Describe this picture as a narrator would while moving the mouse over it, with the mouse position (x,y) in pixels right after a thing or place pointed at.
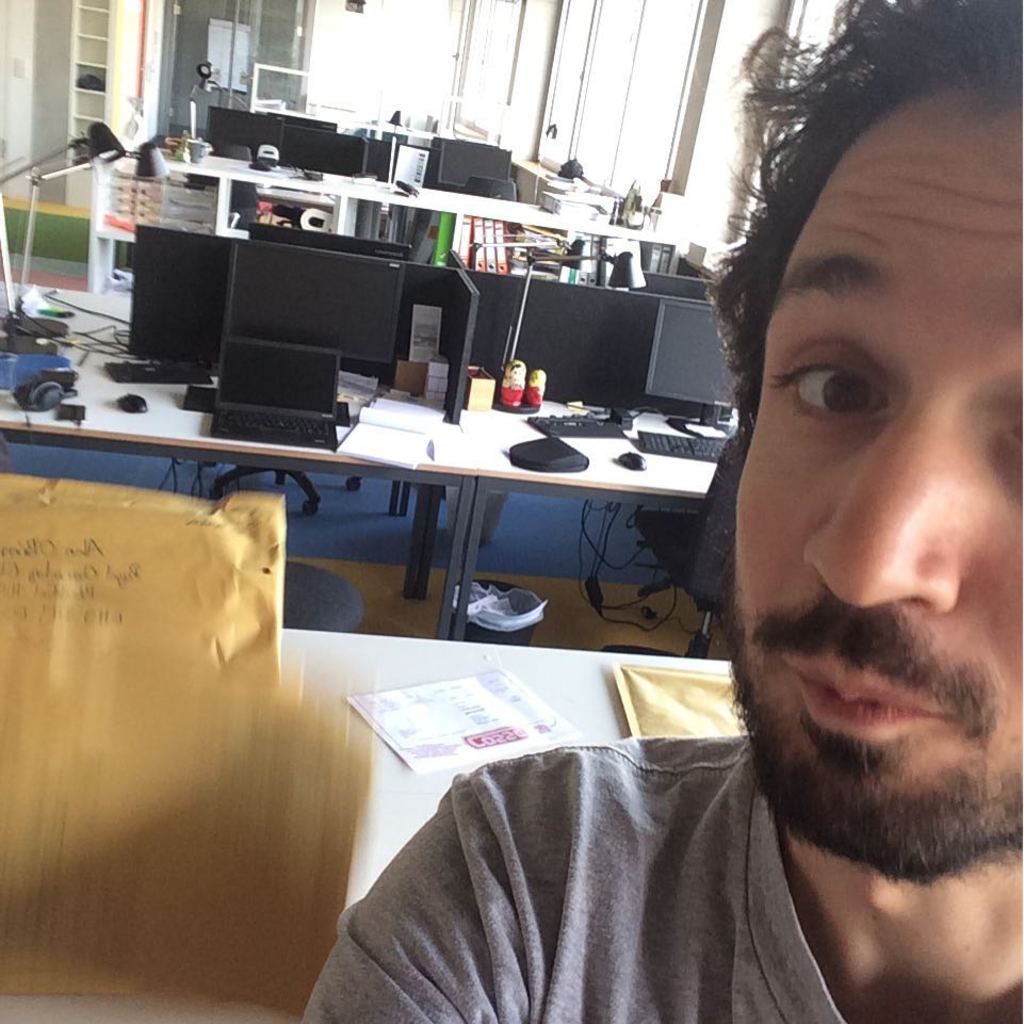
This is looking like an office (454,423). In the foreground (782,687) a man (946,323) is standing. Behind him there are desktops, mice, table lamps (102,161), books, folders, papers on the tables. On the top (681,111) there are windows (655,73) and wall (543,42).
